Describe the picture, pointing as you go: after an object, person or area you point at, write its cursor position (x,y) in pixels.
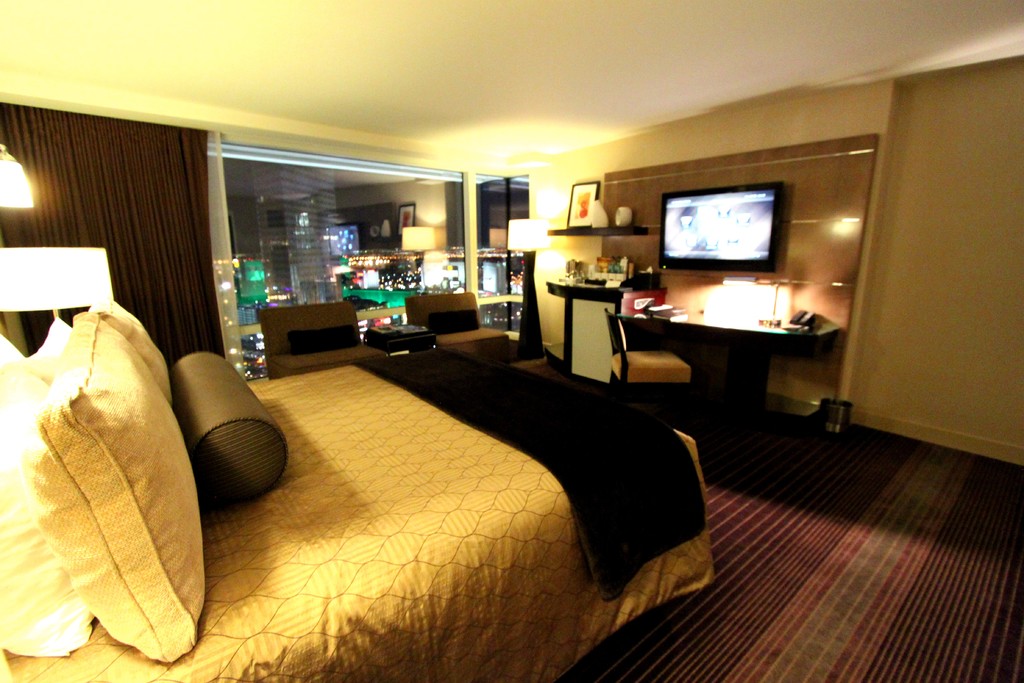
This picture shows the inner view of a room (109,90), there is one long curtain (164,194) near to the glass window (257,200). There is one bed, three lights (38,278), one dustbin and one carpet (1012,614) on the floor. Some pillows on the bed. T. V (675,241) is attached to the wall (692,279), one chair (652,353) is near to the table (710,319). The table (722,314) contains many different objects (634,281) and there are some different objects (603,217) on the shelf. There are two chairs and one small table (391,338) containing some objects (383,326).
